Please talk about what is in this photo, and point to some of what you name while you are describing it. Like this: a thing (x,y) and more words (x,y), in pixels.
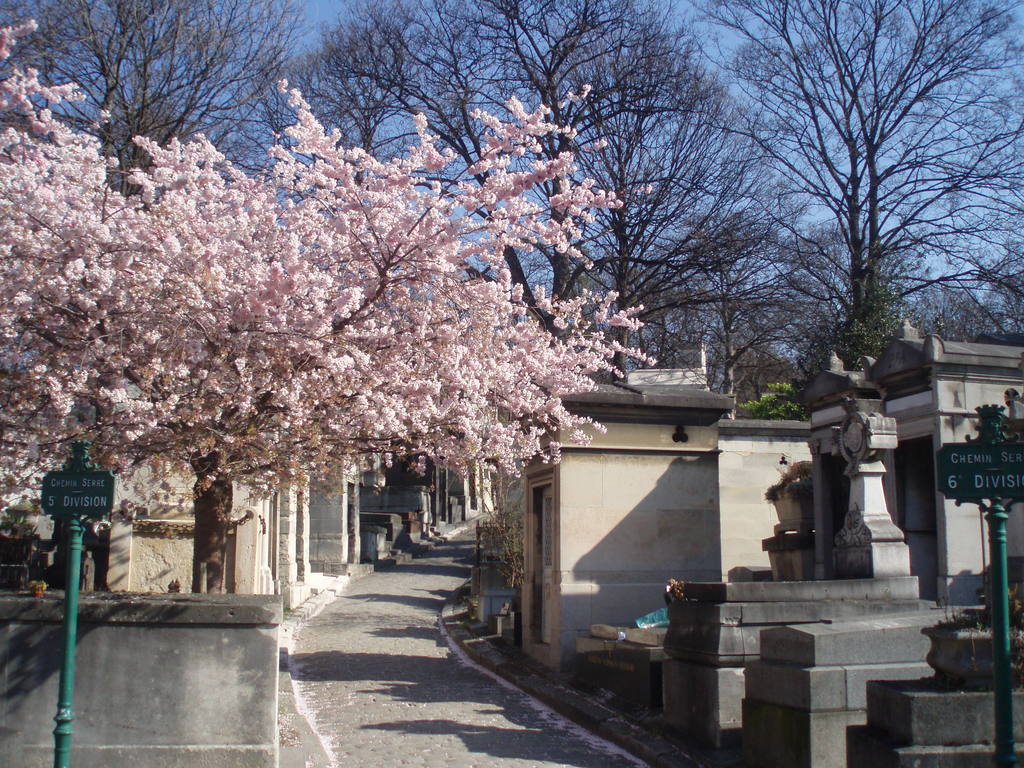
In this image, I can see a tree (81,342) with flowers (135,244). These are the tombstones (859,597). I can see boards (100,514) attached to the poles (62,681). This looks like a pathway (441,591). These are the trees (638,103).
